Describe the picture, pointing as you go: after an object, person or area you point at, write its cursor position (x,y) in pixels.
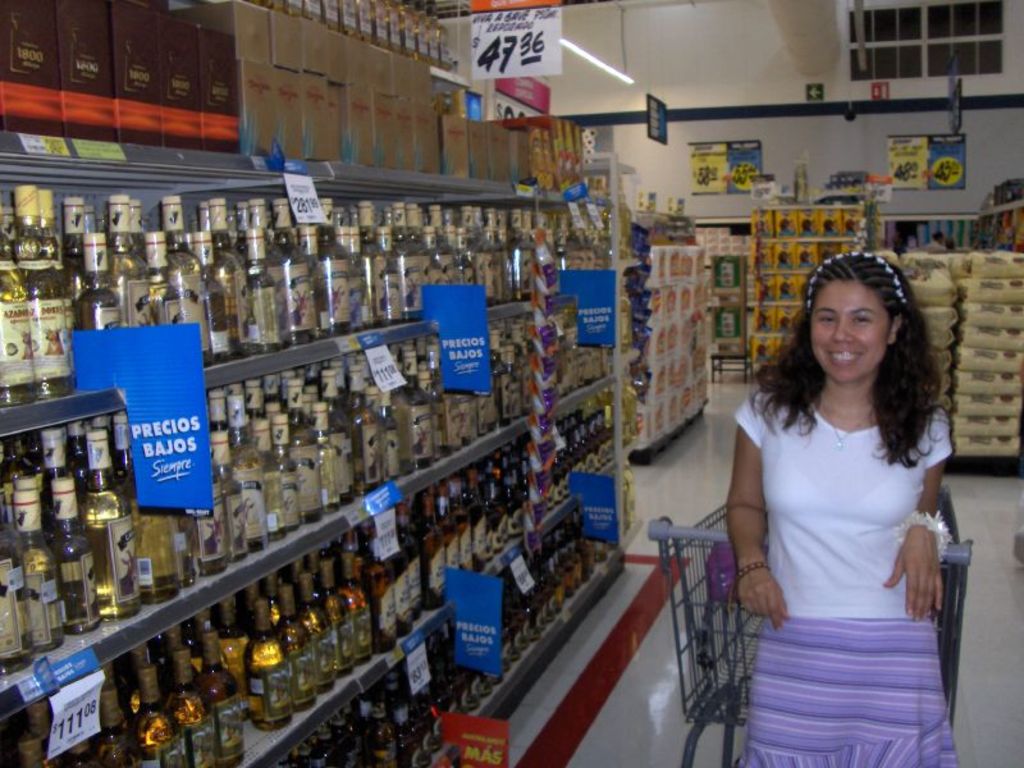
In this image, we can see a lady (821,581) standing and smiling and in the background (144,308), there are bottles (269,245) and boxes (393,111) in the shelf (333,198), and we can see a trolley (702,560).
